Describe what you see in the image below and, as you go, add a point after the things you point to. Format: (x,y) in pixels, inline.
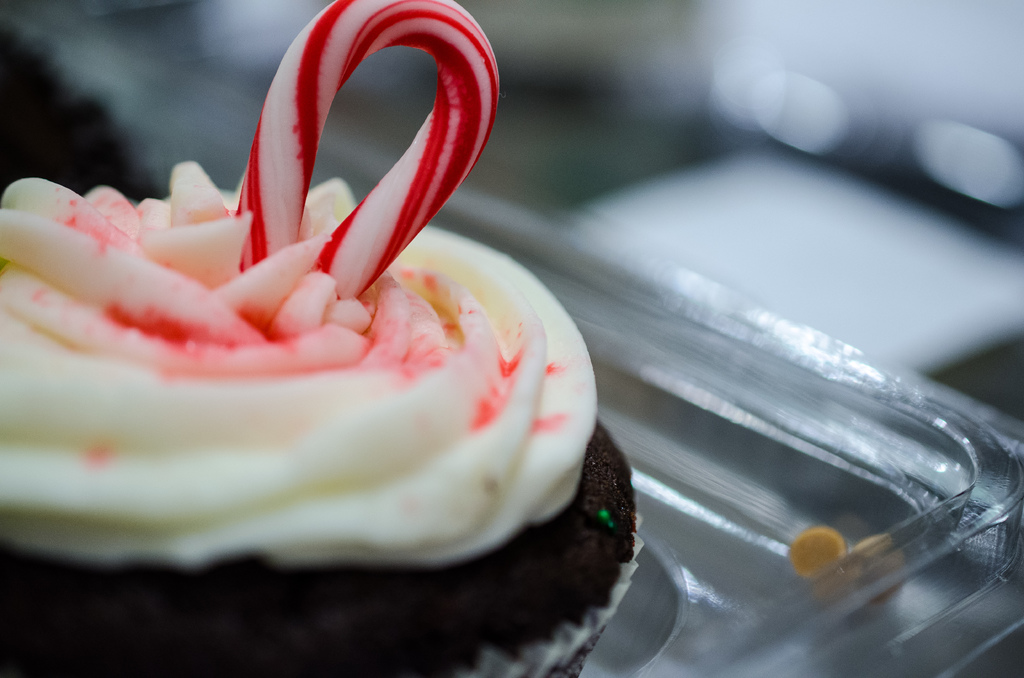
In this picture, we see a chocolate cupcake (496,582) is placed on the glass tray (837,526). In the background (835,263), it is white in color and this picture is blurred in the background (727,224).
